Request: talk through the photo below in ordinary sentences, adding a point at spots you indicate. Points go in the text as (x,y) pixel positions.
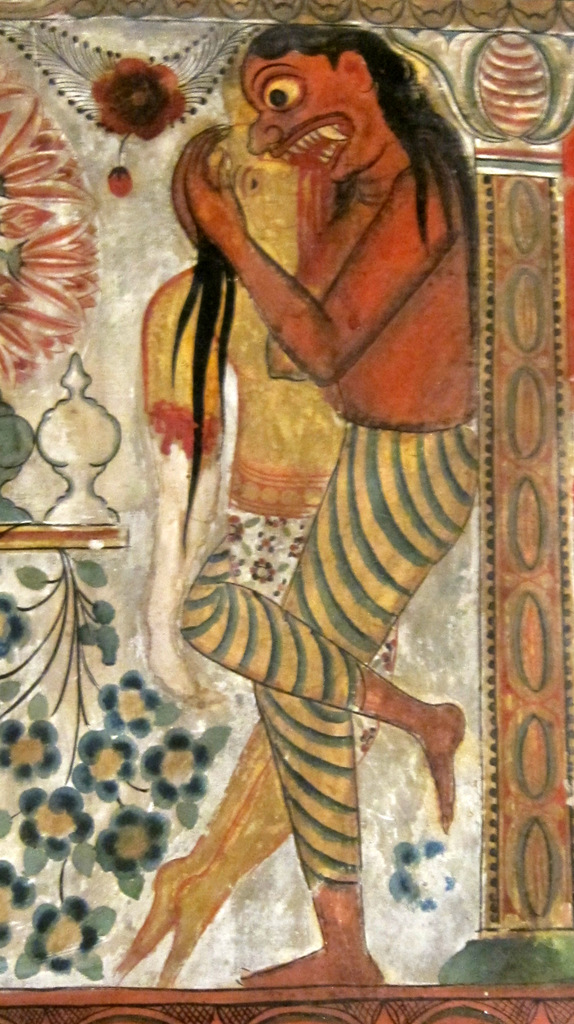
In this image, we can see depiction of persons (373,418) and some designs (126,176).
